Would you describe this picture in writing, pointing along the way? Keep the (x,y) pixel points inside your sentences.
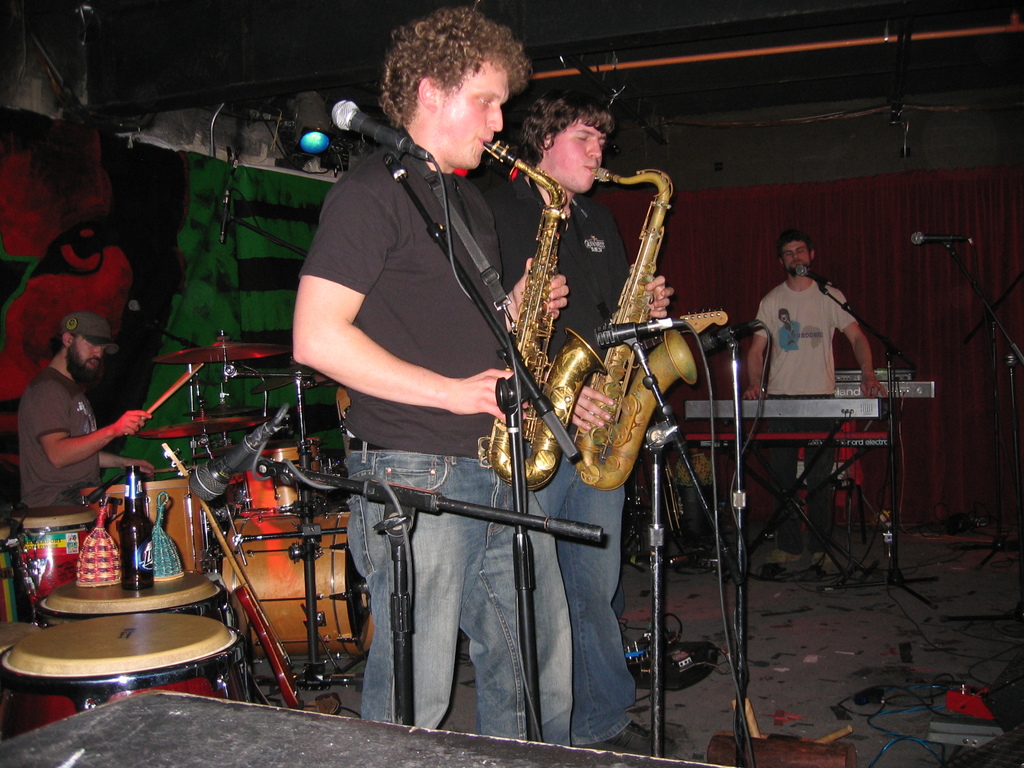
This picture is clicked in a musical concert. Two men (403,223) in the middle of the picture (392,339) is playing saxophone (527,286). In front of them, we see microphones (385,140). On the right corner of picture (795,312), man (800,327) in white t-shirt (782,354) is playing keyboard (746,405). On the left side of the picture (98,370), man (49,418) is playing drums (172,361). On left bottom (78,600), we see a drum (154,590) on which one bottle (144,552) is placed.
